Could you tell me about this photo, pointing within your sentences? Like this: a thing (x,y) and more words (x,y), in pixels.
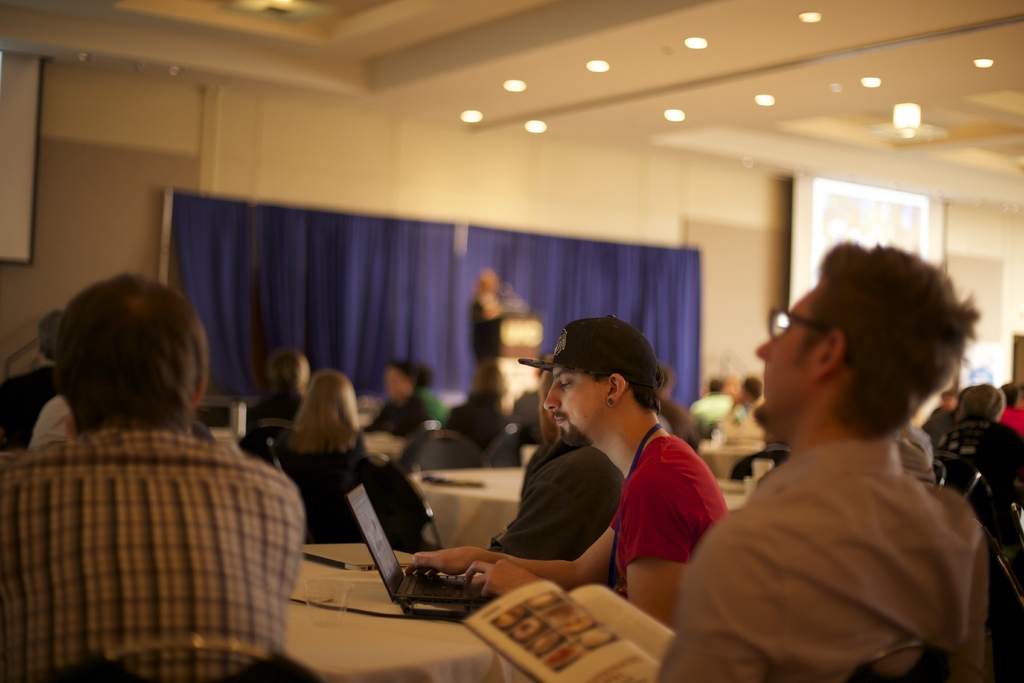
In this image I can see a group of people (610,492) are sitting on the chairs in front of tables (471,644) on which I can see laptops (463,585), books (565,605), papers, mobiles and so on. In the background (464,278) I can see a wall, screens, curtain (631,301) and lights (812,14) on a rooftop (526,113). This image is taken may be in a hall (676,155).
